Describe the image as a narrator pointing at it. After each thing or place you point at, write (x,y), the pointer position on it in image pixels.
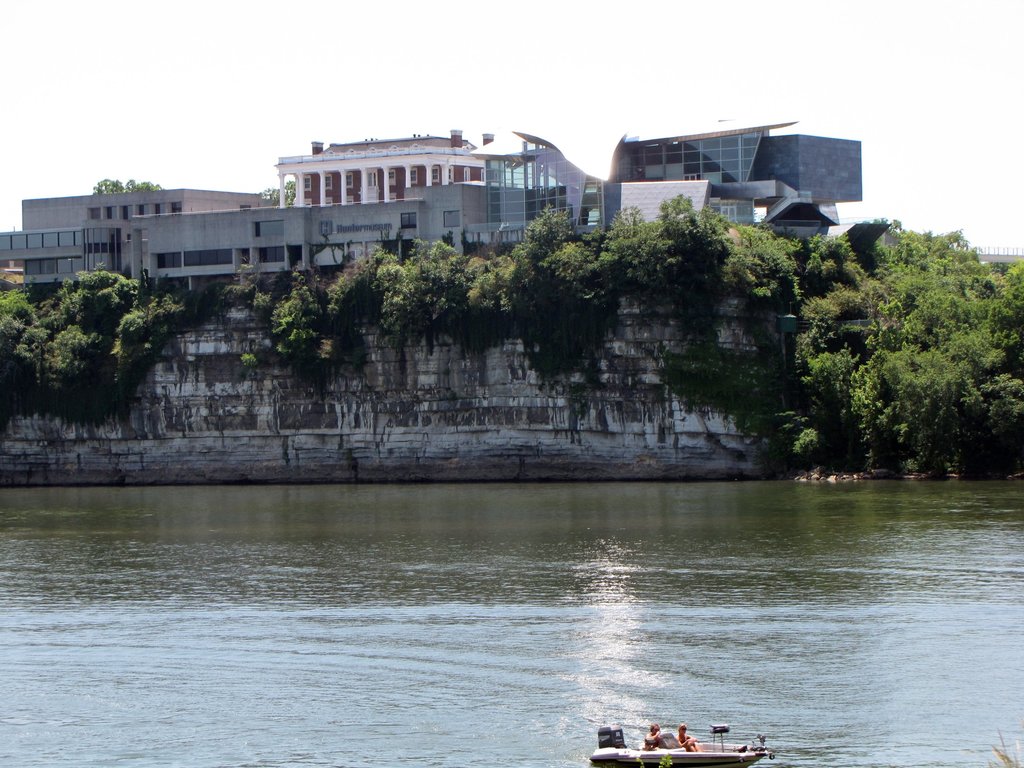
In this image there is a boat (598,759) on the water (620,613), trees (100,382), houses (617,174), and in the background (792,117) there is sky (902,148).
